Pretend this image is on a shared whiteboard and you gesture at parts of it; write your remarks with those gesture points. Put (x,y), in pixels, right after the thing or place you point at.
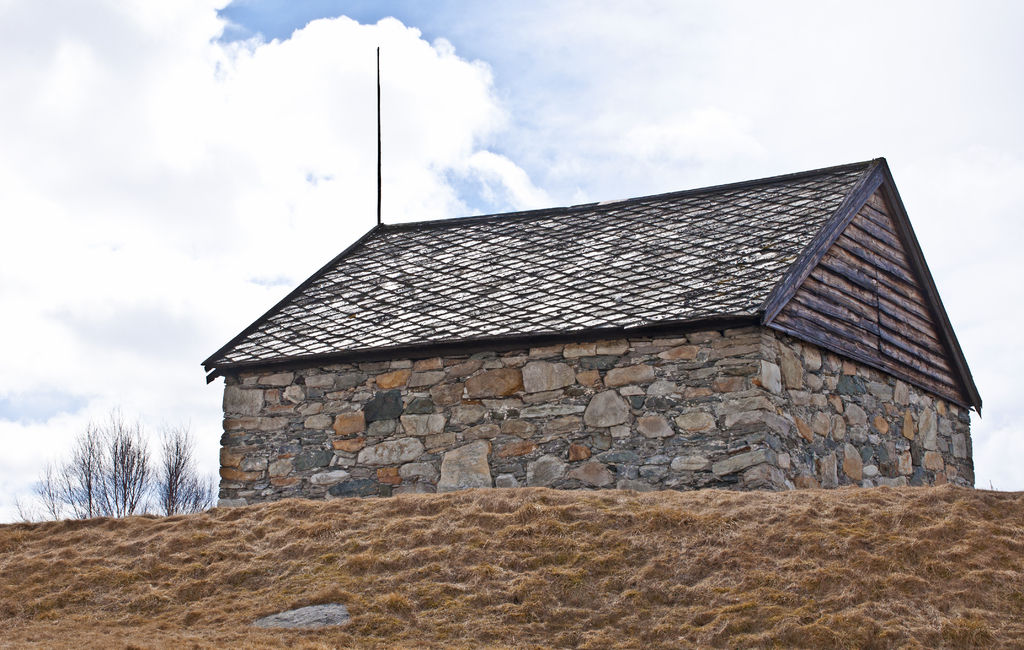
In this image there is a stone house (548,431) in the middle (464,410). At the bottom (548,589) there is dry grass (710,575). At the top (560,66) there is sky (511,74). On the left side (127,472) there are small plants (88,492).
